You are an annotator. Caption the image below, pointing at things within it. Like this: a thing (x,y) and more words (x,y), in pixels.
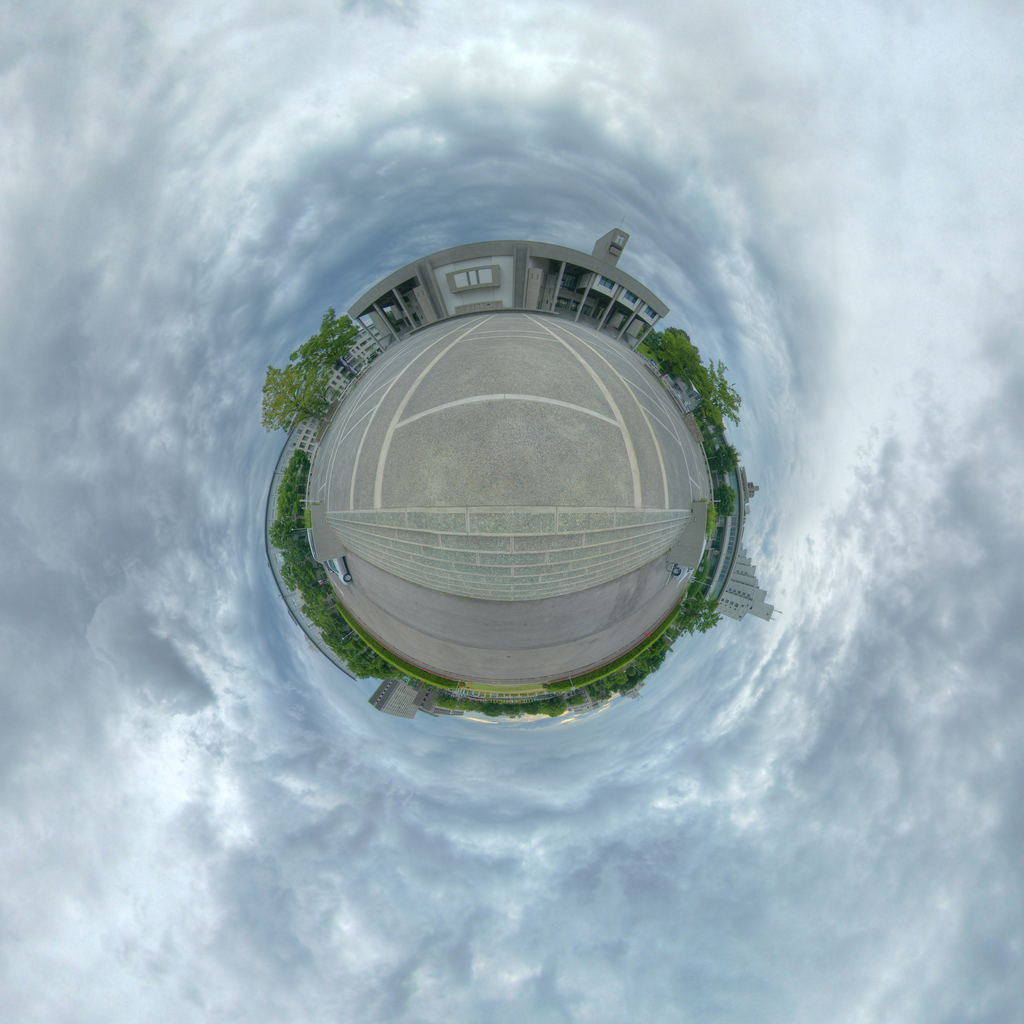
This image is a panoramic image. In the middle (516,507) there are buildings (489,308), trees (381,664), car (346,568) and road (402,584). In the background (216,775) there are sky (277,178) and clouds (200,355).
